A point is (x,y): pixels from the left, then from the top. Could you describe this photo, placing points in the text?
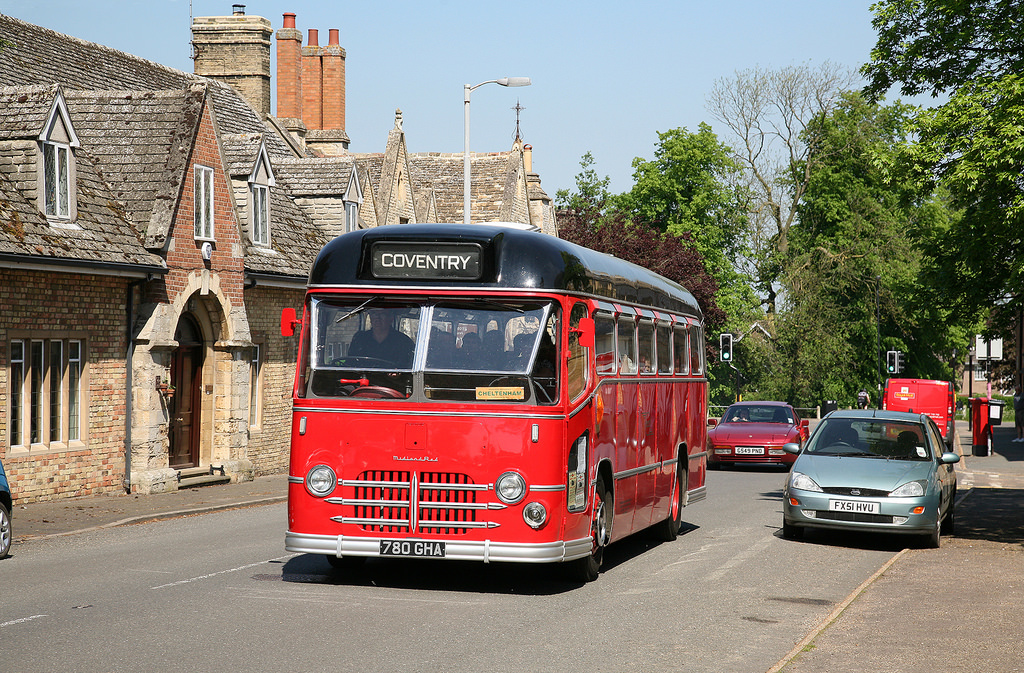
This picture shows a bus (696,405) and couple of cars (733,405) moving on the road (264,639) and a vehicle (937,401) parked on the side of the road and we see a dustbin (997,410) and a sign board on the side walk (1007,501) and we see few trees (1018,296) and a pole light (468,128) and a building (78,41) on the side and we see a clear sky (564,59).
